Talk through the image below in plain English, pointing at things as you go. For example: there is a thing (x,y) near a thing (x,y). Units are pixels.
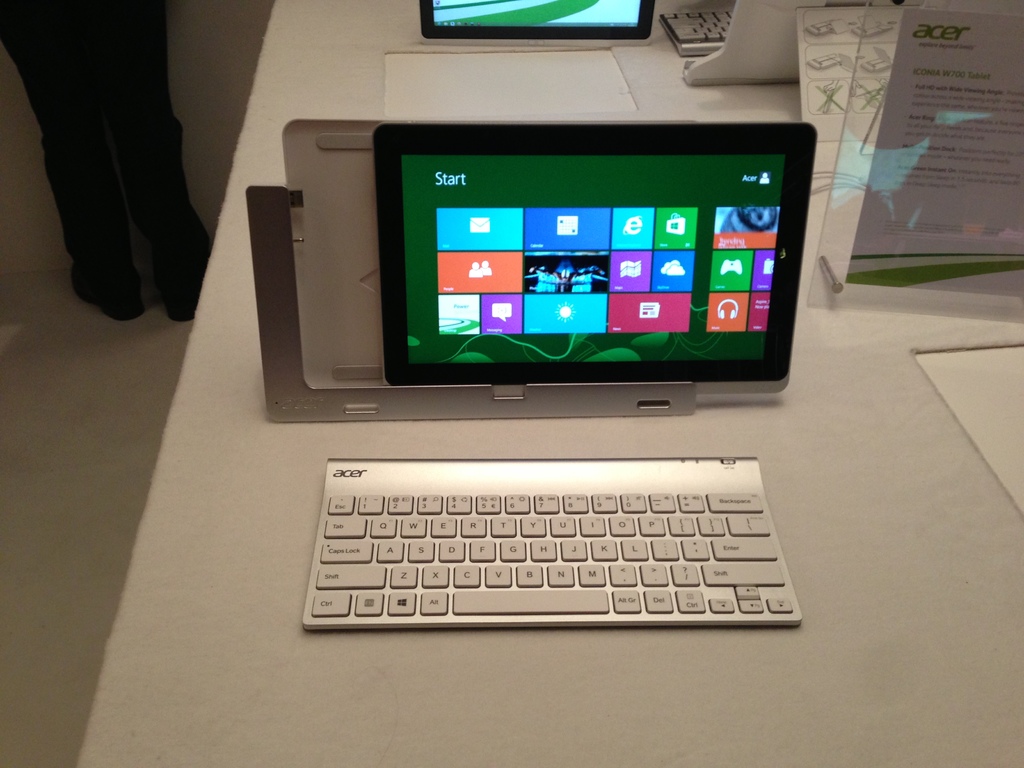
In this image, I can see two tablets (606,268) and two keyboards (696,29). This is a paper (932,58), which is kept in a glass frame (896,261). Here is a person (133,108) standing.
